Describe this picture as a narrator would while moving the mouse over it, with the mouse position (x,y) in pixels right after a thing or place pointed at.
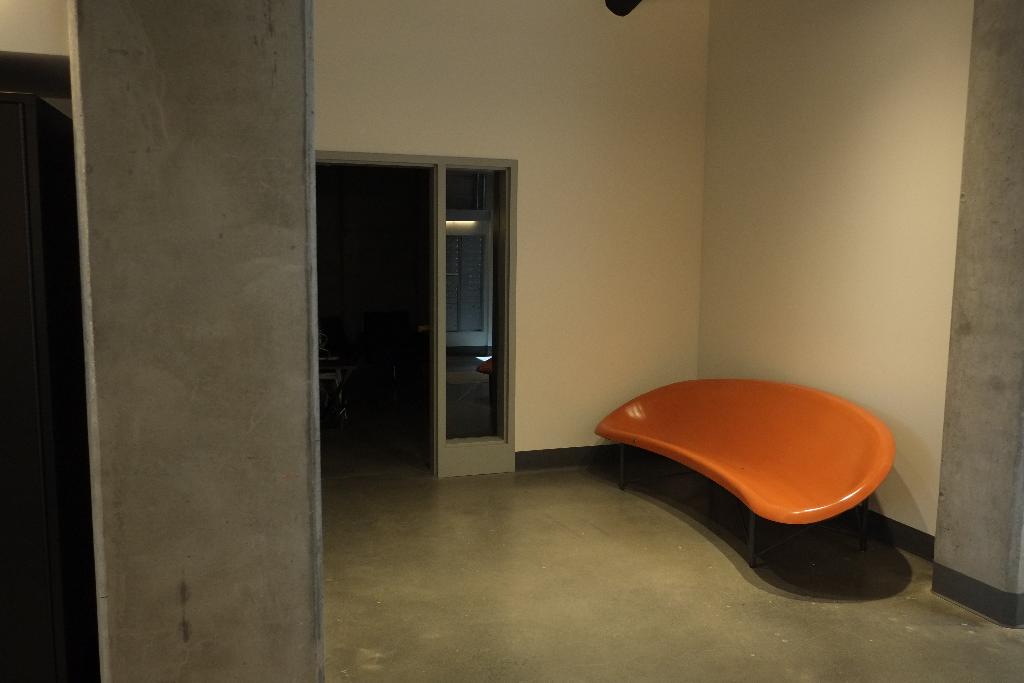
On the left side (13,415) there is a black cupboard (45,498) and a pillar (139,479). In the back (331,399) there is a door (424,322) and a wall (650,294). Near to the wall (712,214) there is an orange color bench (731,440). Near to the bench (793,448) there is another pillar (948,445).
